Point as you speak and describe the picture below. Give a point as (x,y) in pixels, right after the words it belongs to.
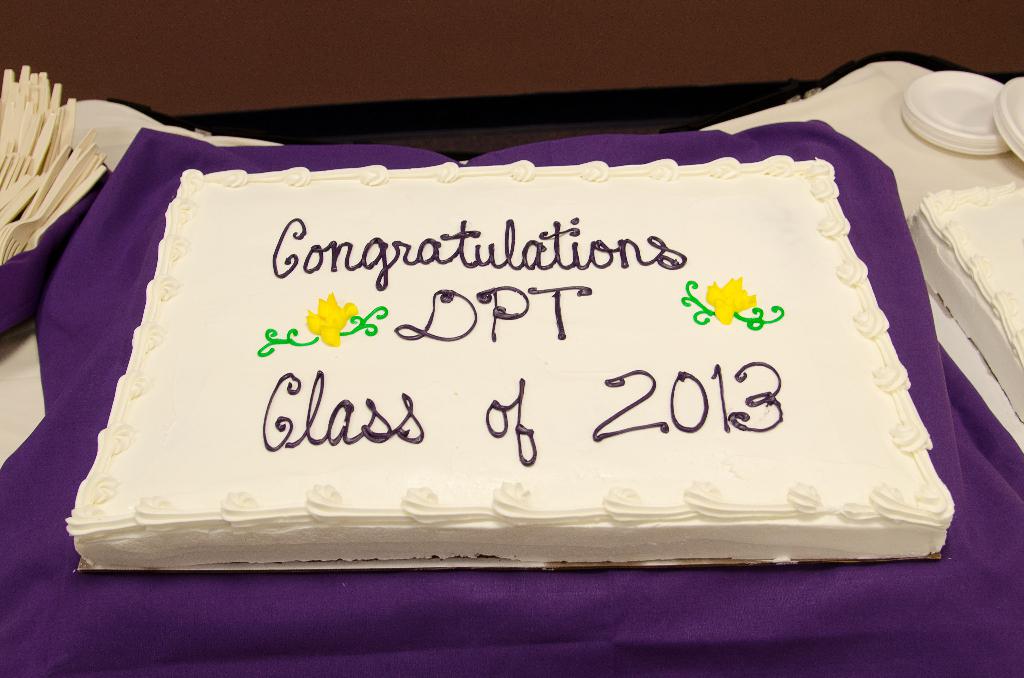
In the center of the image (561,256) there is a cake (810,163) on the cloth (535,159). To the left side of the image (49,174) there are forks (11,184).
